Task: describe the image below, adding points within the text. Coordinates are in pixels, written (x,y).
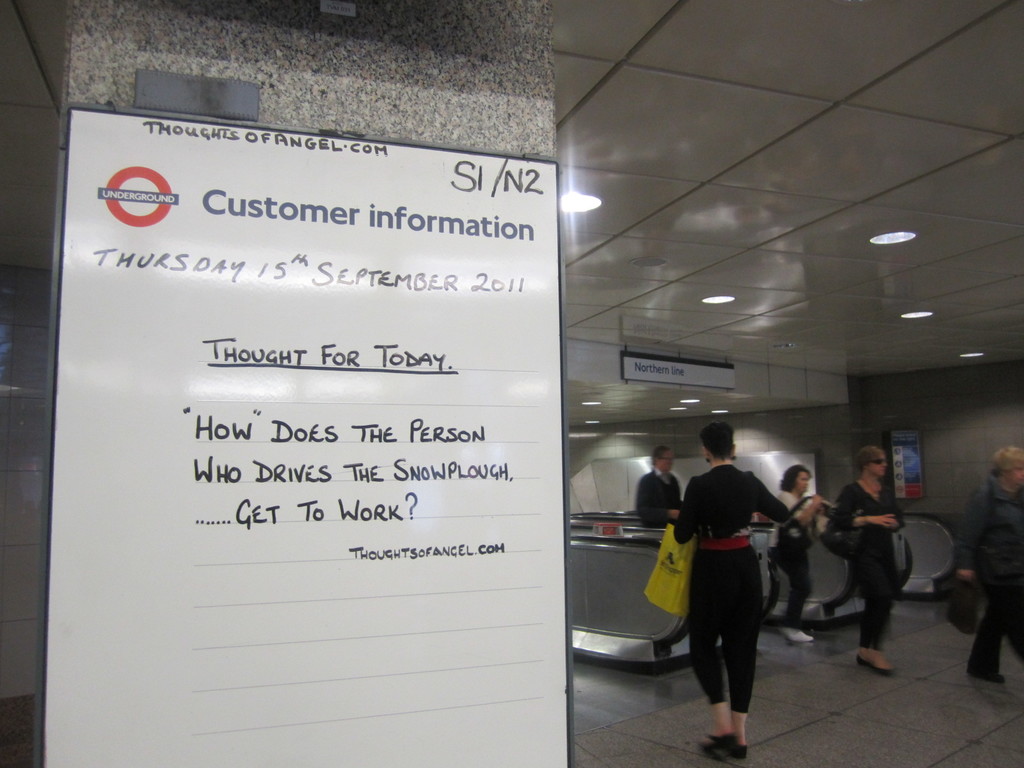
Here we can see a board (236,365) with text (302,369) written on it on a pillar (225,43). In the background (876,552) there are few persons (739,650) walking on the floor (679,744), a person (670,497) the escalator (612,586), poster (916,459) on the wall (772,428), lights (575,203) on the roof top (654,204) and a small name board (650,363) attached to the roof top (641,342).
